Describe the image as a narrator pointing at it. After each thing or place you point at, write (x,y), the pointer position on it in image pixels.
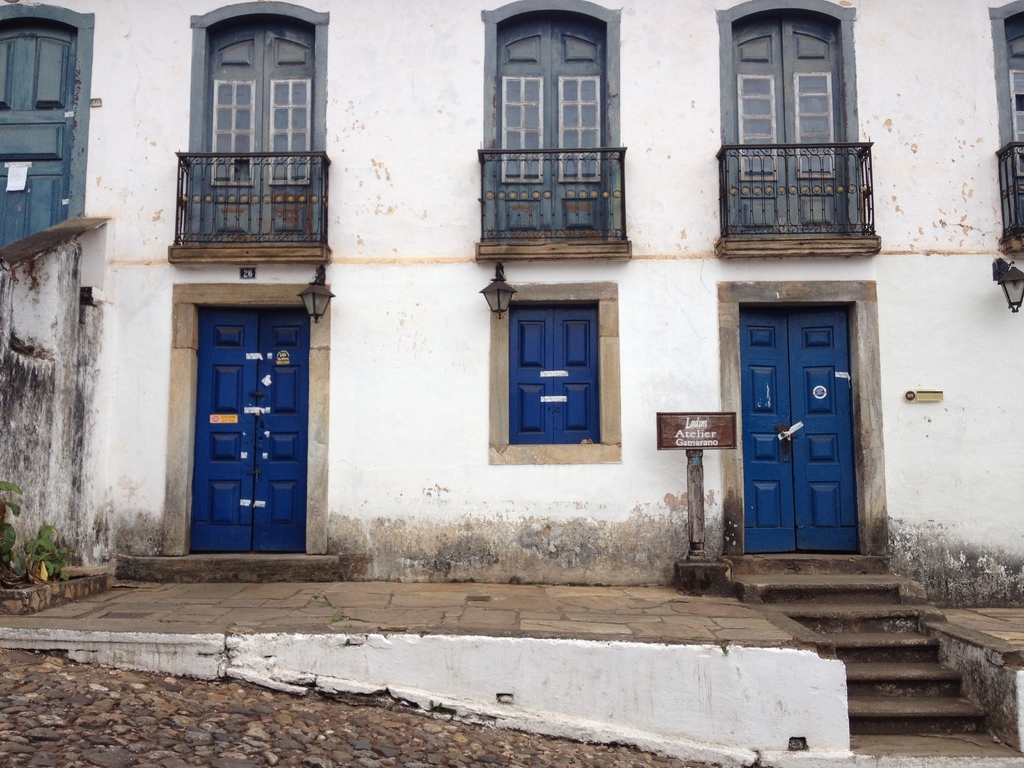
In this image on the right side (721,434), I can see a board (695,439) with some text (715,441) written on it. I can also see the stairs (891,657). In the background (562,404), I can see a building (446,309) with doors (509,145) and a window (531,418).
